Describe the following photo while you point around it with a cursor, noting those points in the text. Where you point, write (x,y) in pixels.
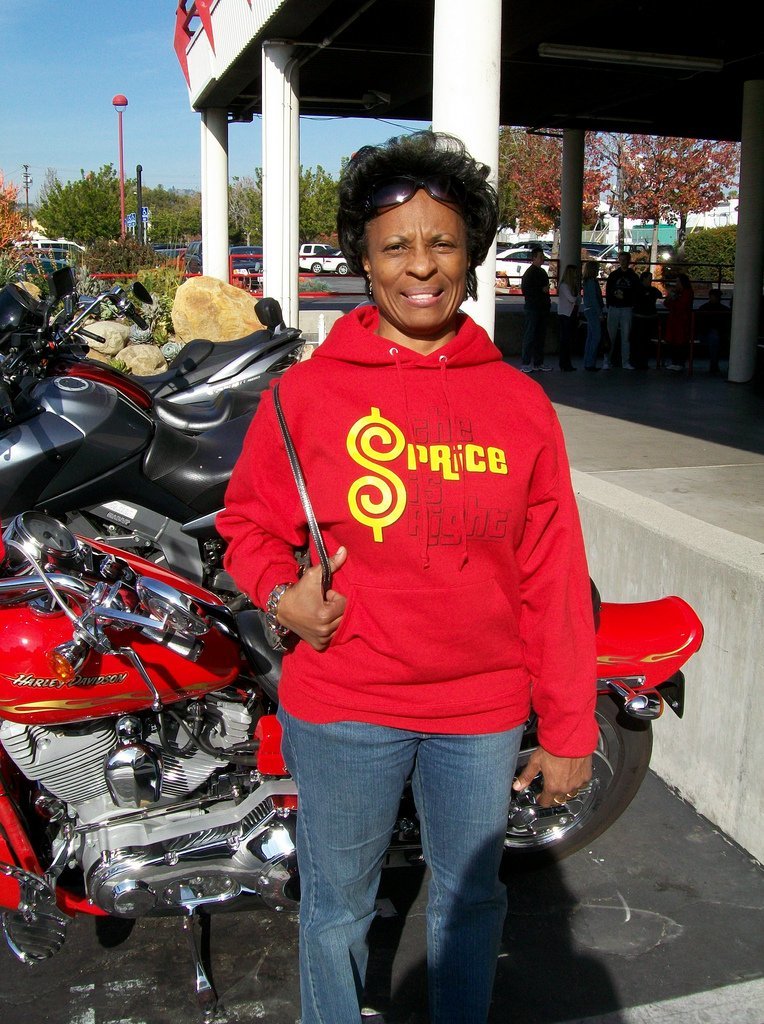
In this picture we can see a woman (462,599) standing in the front (433,668), on the left side (249,721) there are some bikes (194,608), in the background (62,203) we can see poles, trees (93,200) and vehicles (346,264), on the right side (593,309) there are some people (617,302) standing, we can see pillars (211,187) in the middle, there is the sky (56,113) at the top of the picture (61,32), on the left side (224,309) there are some rocks (213,310).
